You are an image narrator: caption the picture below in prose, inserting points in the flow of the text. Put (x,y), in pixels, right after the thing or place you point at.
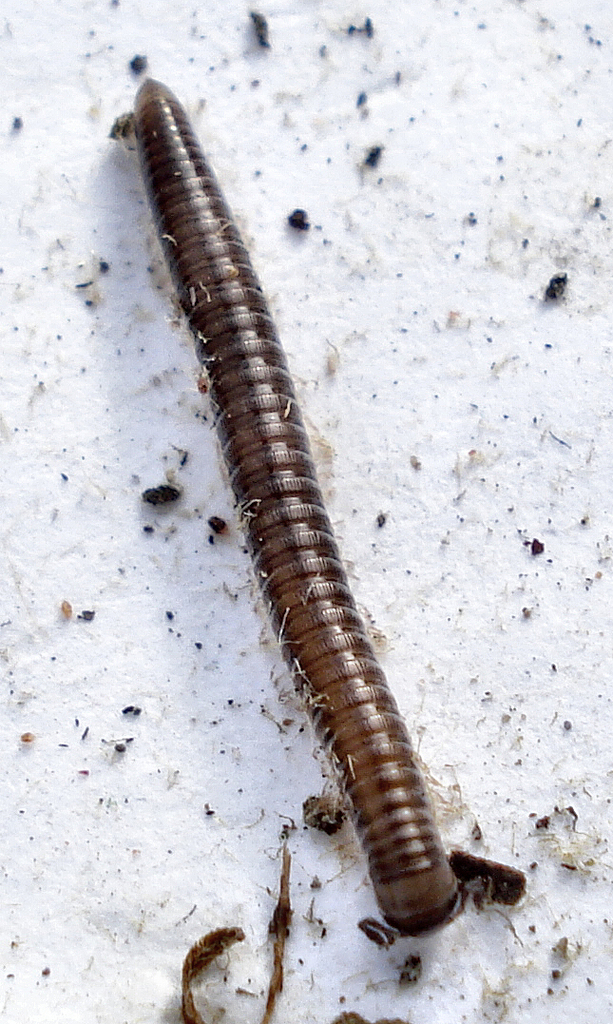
In the image we can see there is a millipede (408,784) on the ground (465,660).
